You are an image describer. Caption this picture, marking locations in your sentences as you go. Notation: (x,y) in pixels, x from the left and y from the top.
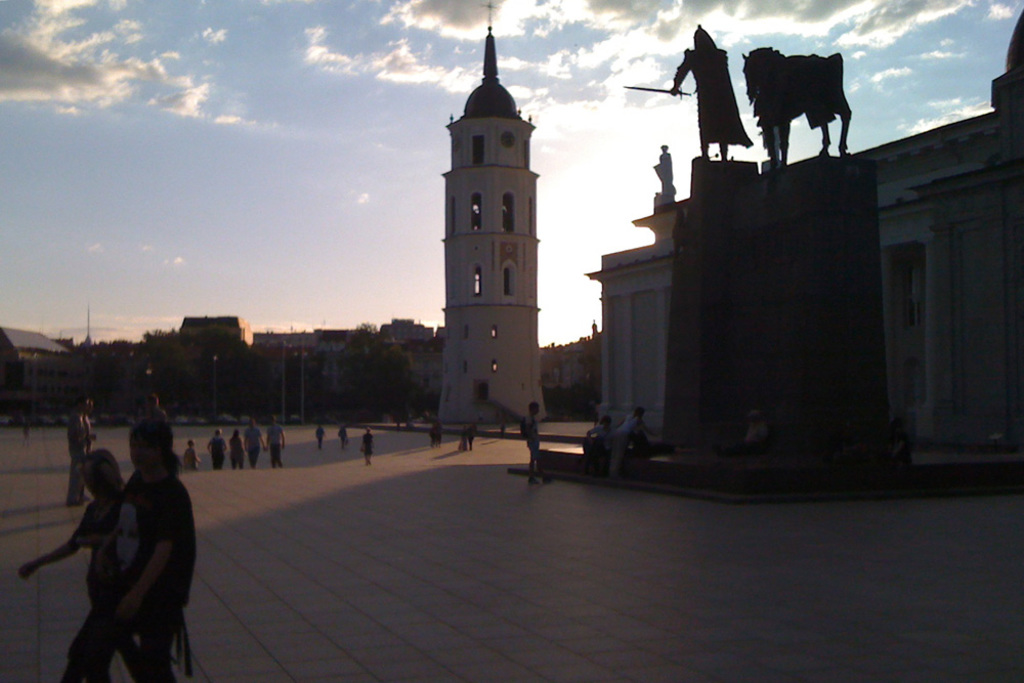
On the left side (159,490), there are two persons (150,513) walking on the road (303,551). On the right side (820,105), there are two statues (782,115) of a wall (847,166) of a building (939,280). Beside this building (959,275), there are persons (754,415). In the background (502,402), there is a tower (481,293), which is having windows (479,280), there are persons (345,431), trees (399,408), buildings (340,335) and there are clouds (728,21) in the sky (330,146).
